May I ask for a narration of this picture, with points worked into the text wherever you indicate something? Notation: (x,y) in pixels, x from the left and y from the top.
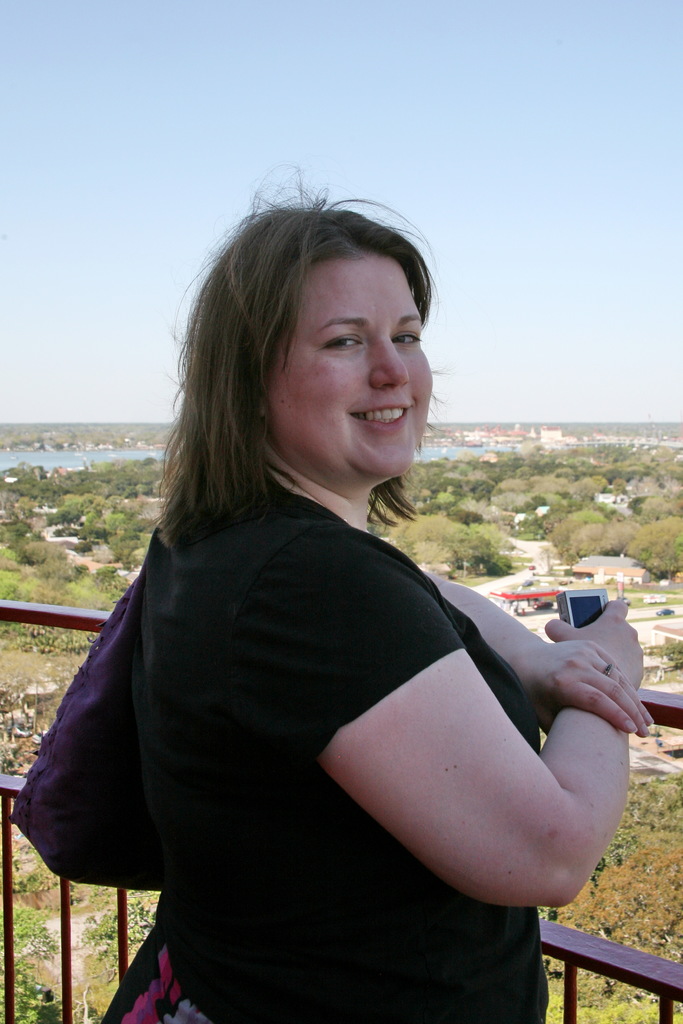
In the center of the image (382,681) we can see a lady (422,881) standing and smiling. At the bottom (666,699) we can see railings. In the background (486,562) there are trees (488,490), buildings (519,434) and sky (454,282). We can see water (80,464).
